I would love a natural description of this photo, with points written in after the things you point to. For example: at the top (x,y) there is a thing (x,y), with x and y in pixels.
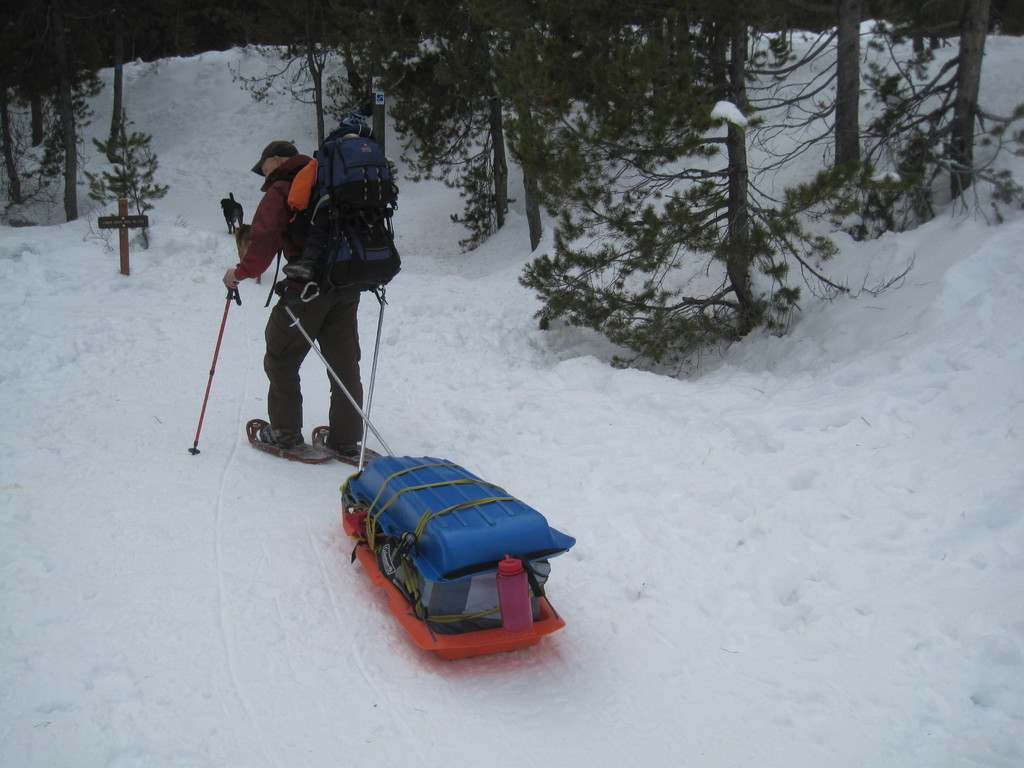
In this picture there is a man (284,386) on the left side of the image (241,270) on the snow floor (248,400), he is wearing a bag (356,188), it seems to be he is carrying the luggage (415,538) and there are trees (392,89) at the top side of the image (717,110) and there is snow (136,326) around the area of the image.
